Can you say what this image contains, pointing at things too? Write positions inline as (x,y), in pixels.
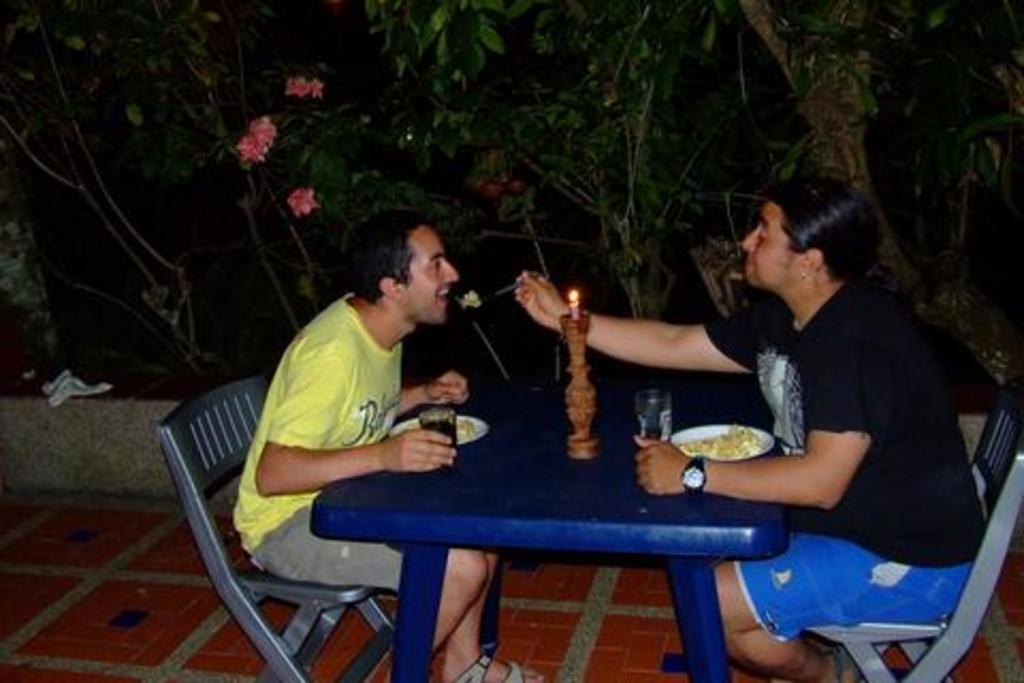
In this picture there are two men (291,453) who are sitting the chair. There is a candle (579,402), glass (651,422), food (730,443) in the plate (702,438). There are some flowers (268,127) on a tree (426,125). There is a white cloth (71,387).
